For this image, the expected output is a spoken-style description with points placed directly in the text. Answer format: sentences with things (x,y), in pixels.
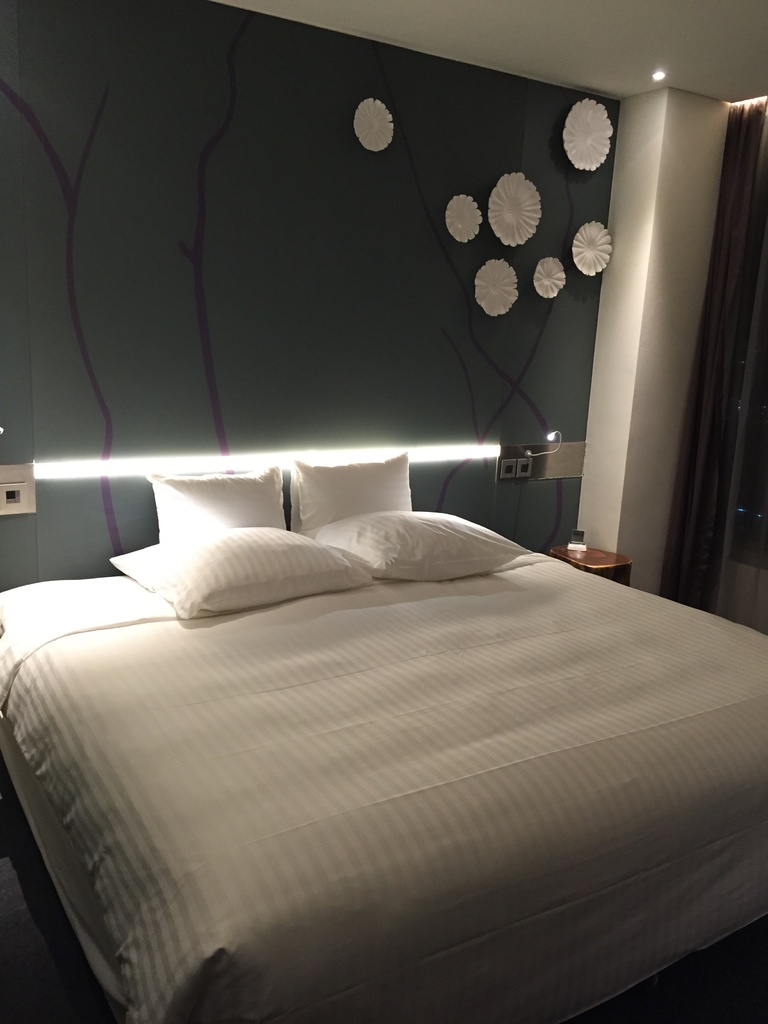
This is an inside view of a room (201,811). Here I can see a bed (270,779) on which few pillows (215,557) are placed. In the background (311,281) there is a wall (371,232) and pillar (680,283). On the right side (736,326) there is a curtain (724,541) to the window (749,524). Beside the bed (468,593) there is a table (595,564). There is a light (203,459) and a switch board (517,468) are attached to the wall (226,311).
